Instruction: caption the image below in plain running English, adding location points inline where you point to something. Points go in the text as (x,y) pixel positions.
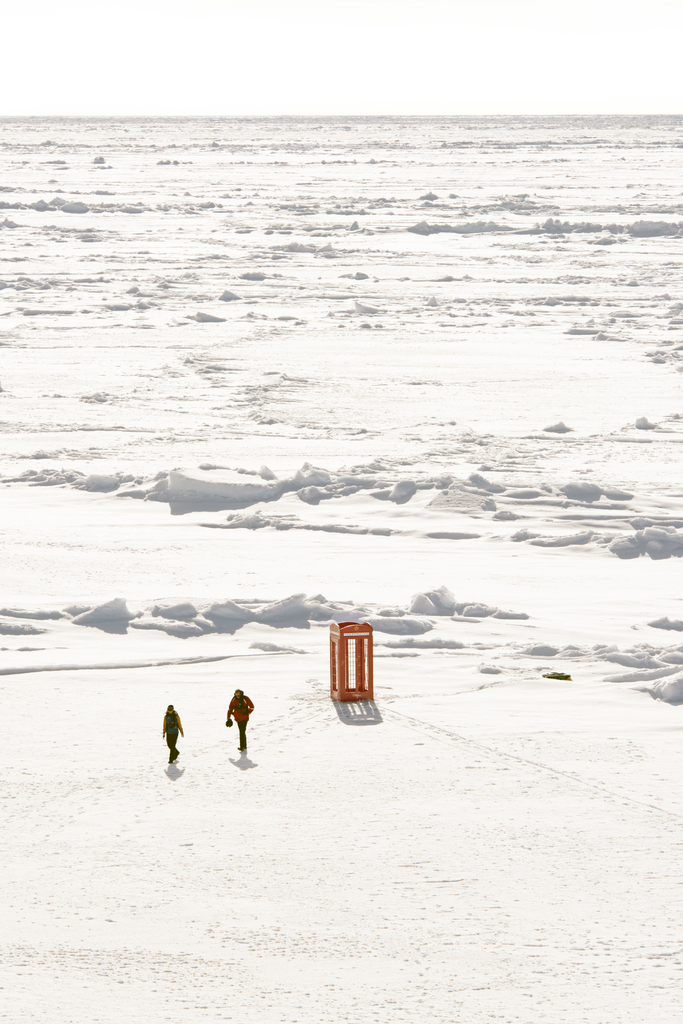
In this image we can see snow (356,580), persons (242,743) on the snow (350,756) and a telephone booth (347,650). In the background (207,44) there is sky (520,101).
